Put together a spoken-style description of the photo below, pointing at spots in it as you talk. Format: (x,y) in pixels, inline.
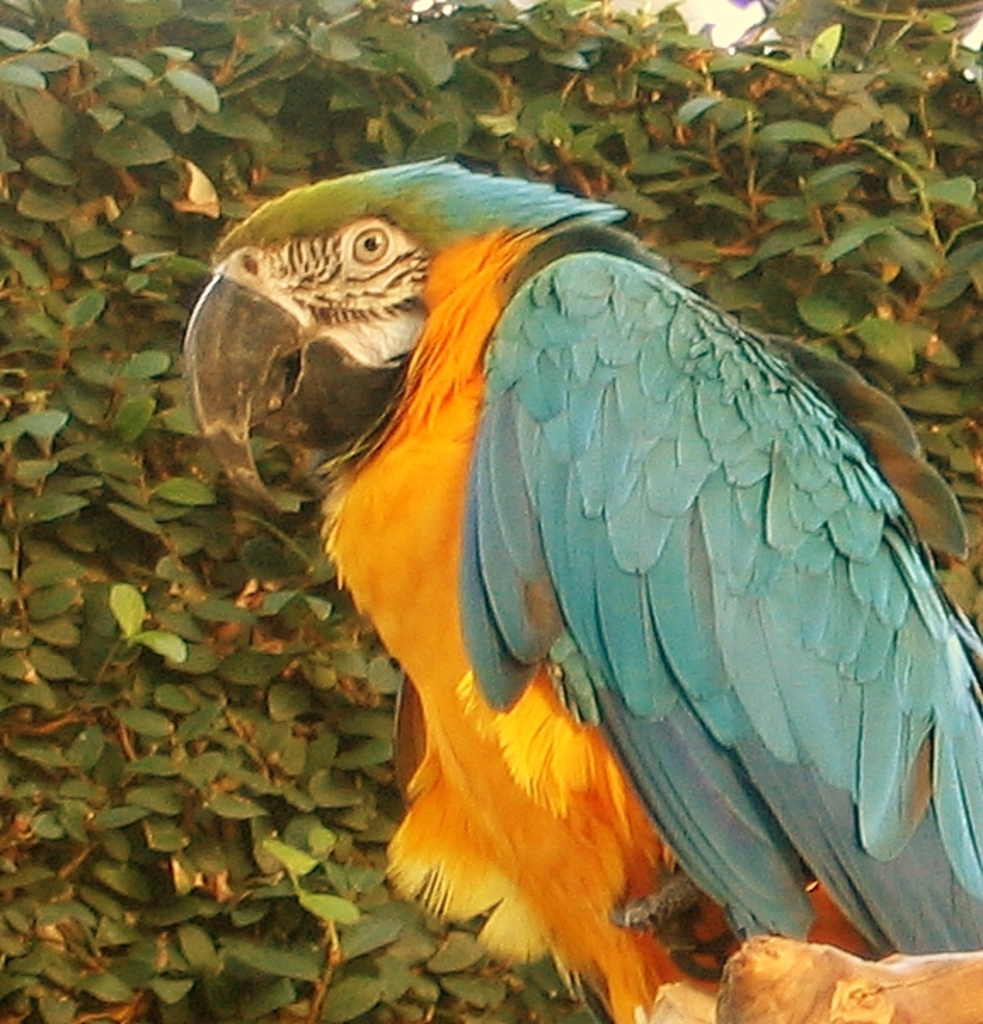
In the foreground of the picture (462,503) there is a parrot (735,788) sitting on stem (782,993) of a tree (745,988). In the background (100,193) there are leaves (155,267) and stems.
